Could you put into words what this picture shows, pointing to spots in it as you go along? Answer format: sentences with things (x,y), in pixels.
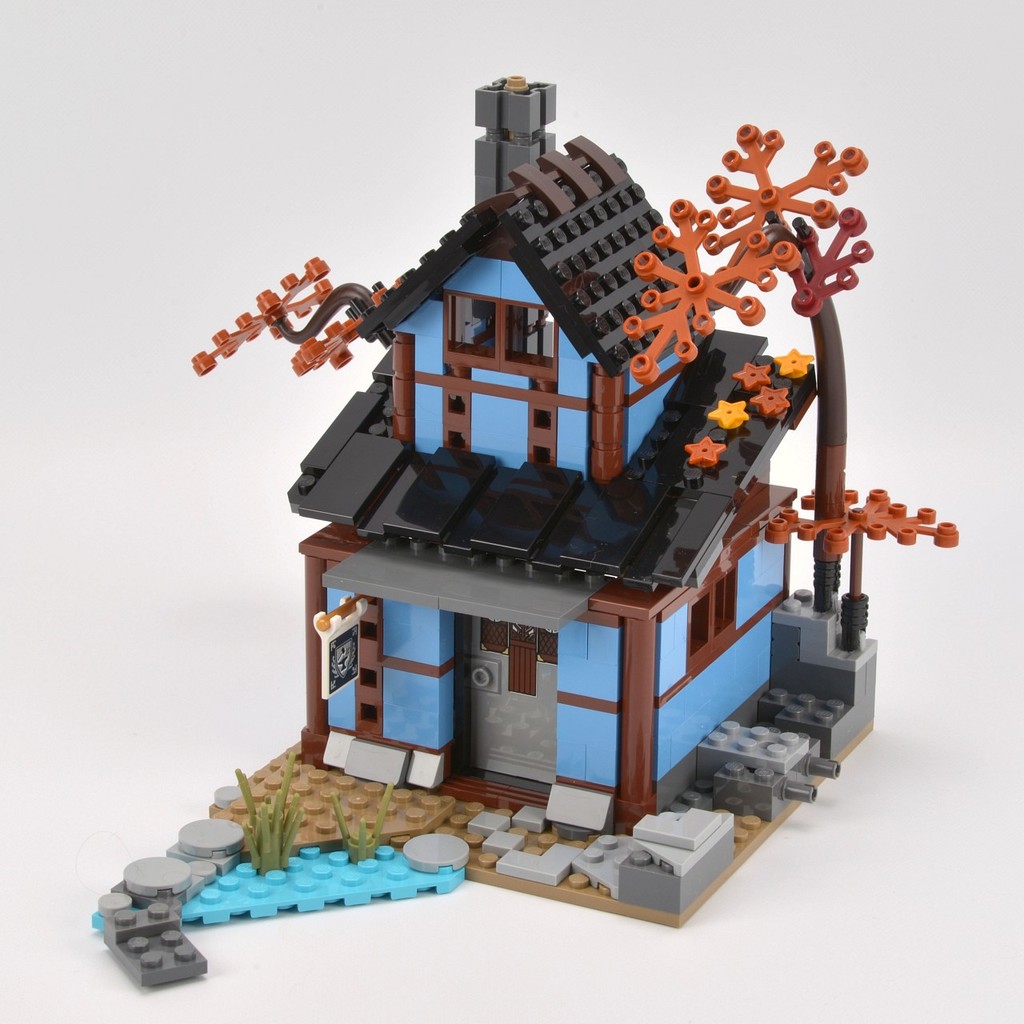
In this image I can see the miniature (474,398) of the house (598,546). It is in black, blue, brown and ash color. It is on the white color surface (692,930).
